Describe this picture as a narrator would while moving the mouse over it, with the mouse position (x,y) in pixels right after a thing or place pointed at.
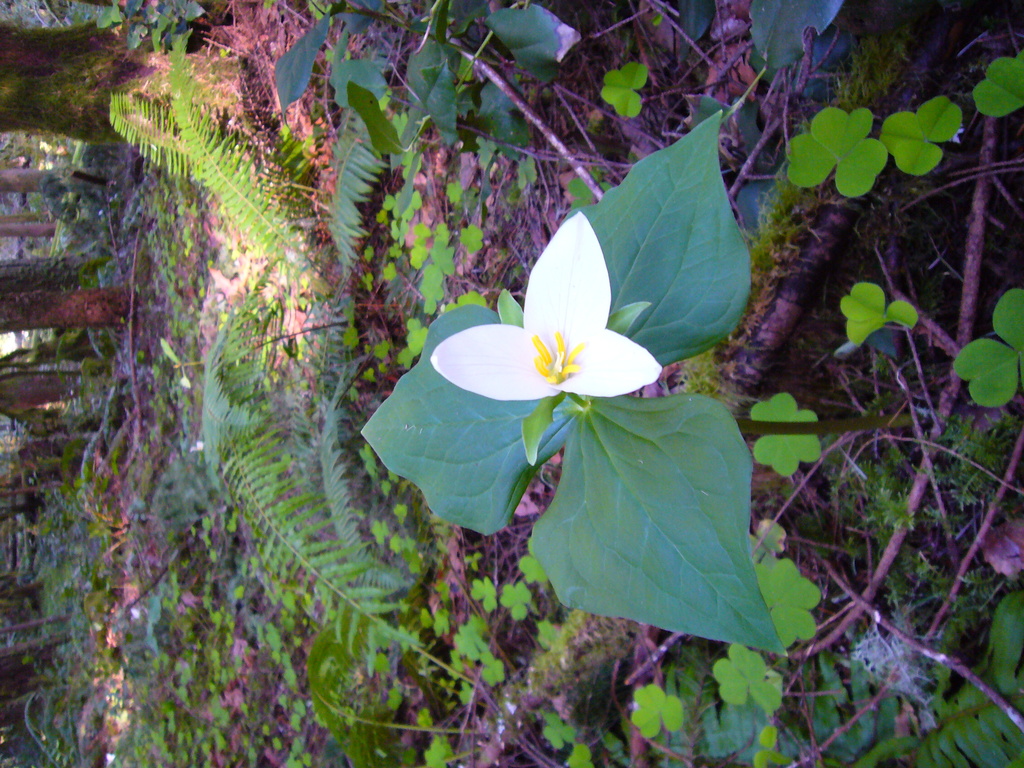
In this image I can see a white color flower (555,345) and few green color leaves (736,274). Back I can see few trees (82,291).
